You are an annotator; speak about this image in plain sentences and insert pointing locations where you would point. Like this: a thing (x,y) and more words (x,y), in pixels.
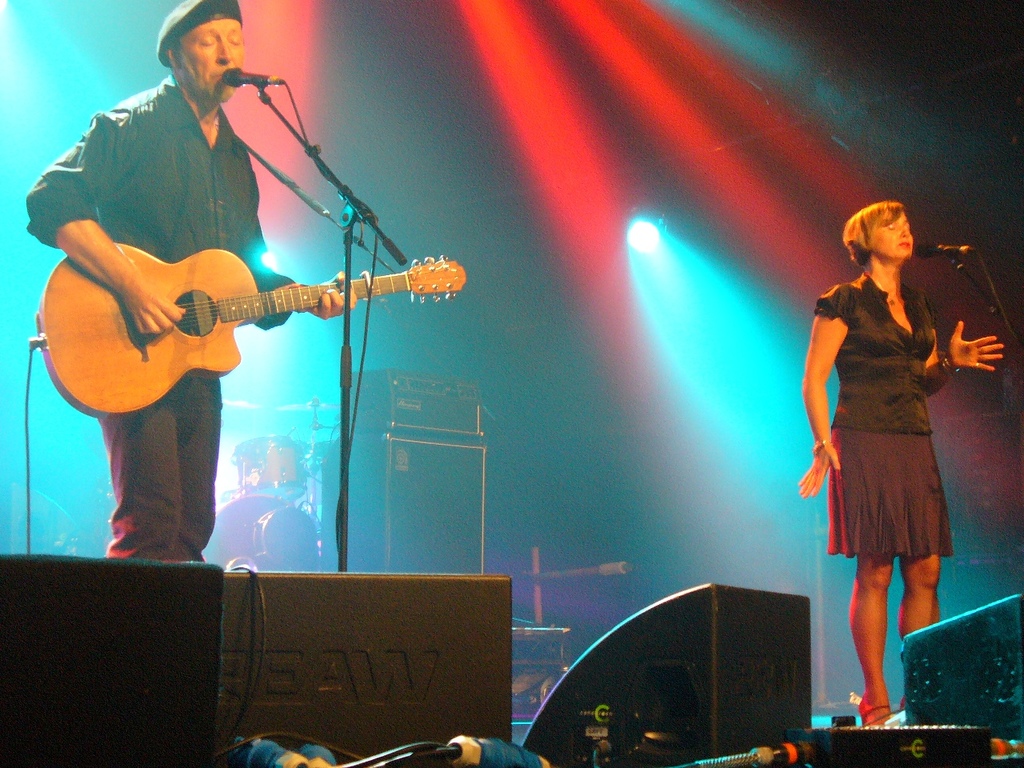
In this image i can see a man (228,186) standing and playing guitar (169,285) in front of a microphone (235,71) wearing black dress (172,170) at right (886,387) i can see a woman (911,423) standing and singing in front of a microphone (953,250) wearing a black dress (856,470) at the background (665,293) i can see a light (658,239) and few musical instruments (276,452).
